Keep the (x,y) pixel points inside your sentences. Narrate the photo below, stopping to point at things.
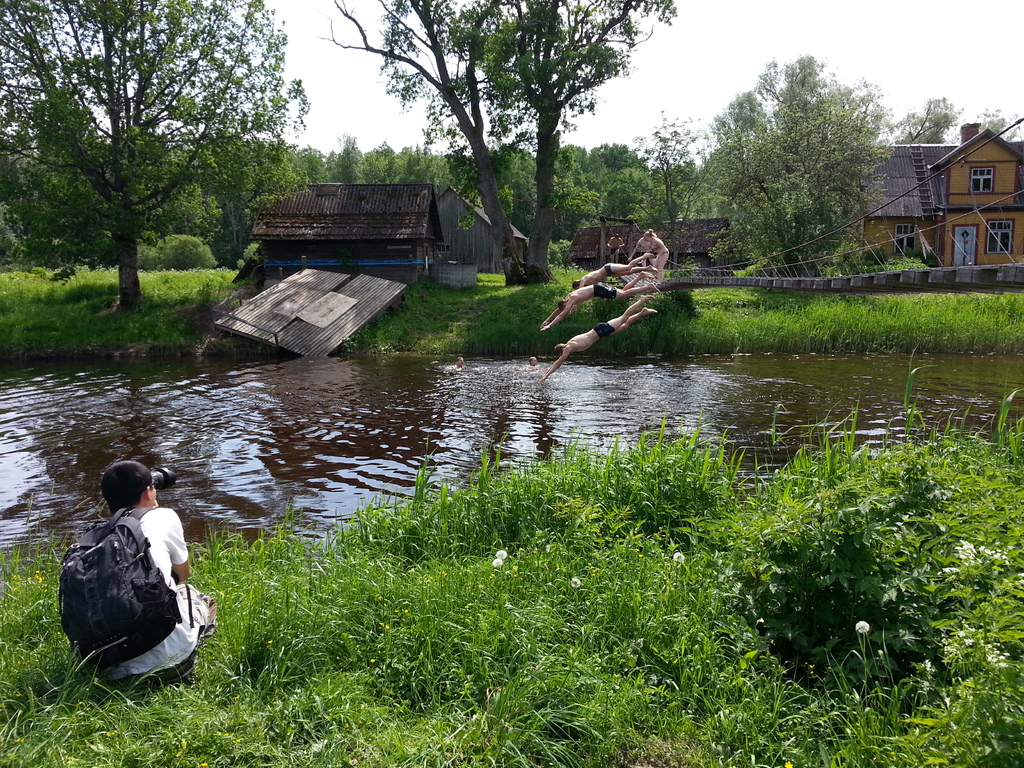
In this image I can see the person (178,652) with the dress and bag (134,645). I can see the person (182,639) sitting on the grass (307,659). In the background (552,356) I can see the group of people (598,331), water (608,381) and the bridge (834,282). In the background (404,275) I can see the shed (351,264), building (962,190), many trees (501,212) and the sky (716,72).
